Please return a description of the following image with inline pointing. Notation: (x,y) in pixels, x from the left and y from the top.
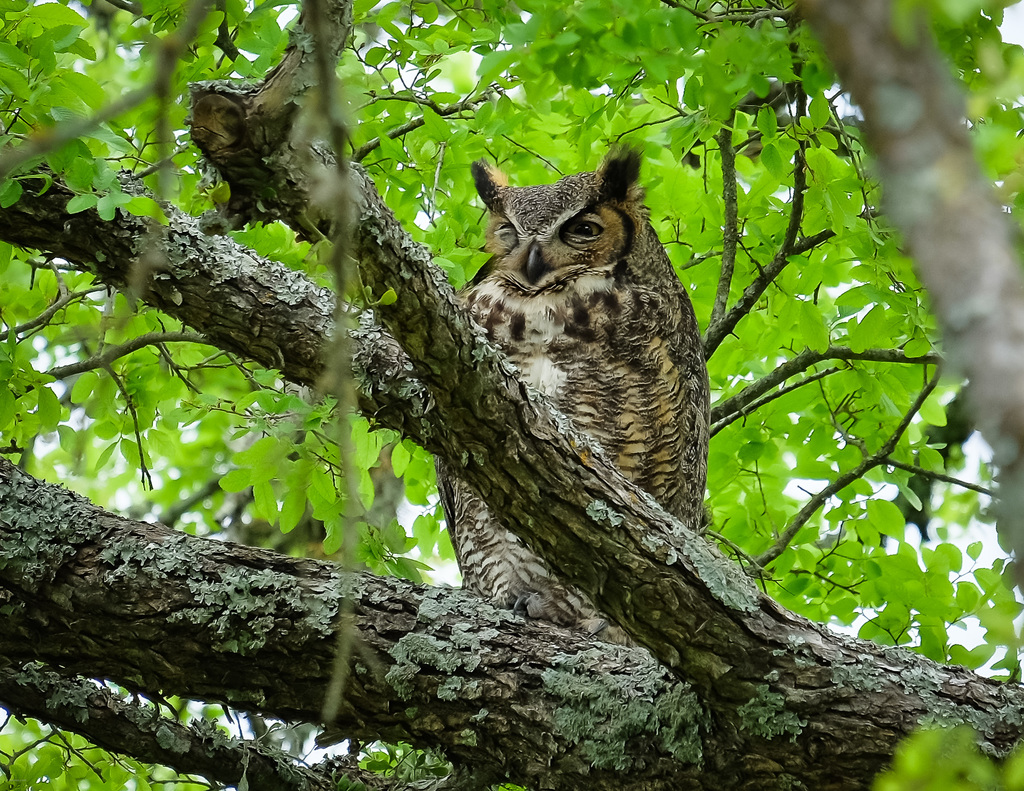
In this image we can see an animal (676,332) sitting on the branches (660,682) and behind that we can see the leaves (48,283).
